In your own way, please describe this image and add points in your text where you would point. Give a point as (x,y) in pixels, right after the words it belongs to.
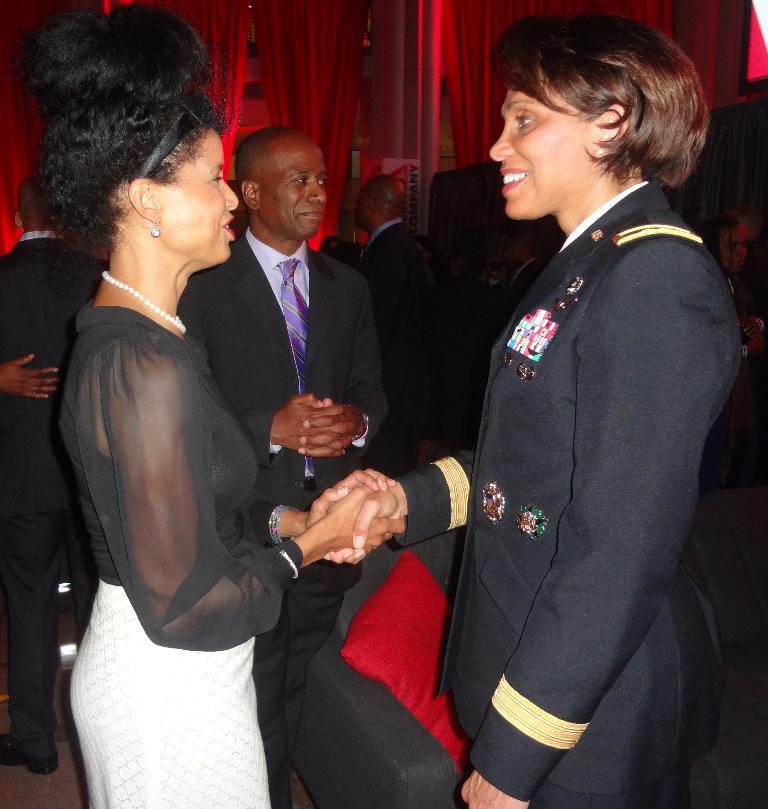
In this image we can see the people (194,604) standing on the floor (5,774). We can also see the sofa (416,754) with the red color cushion (423,617). In the background (405,174) we can see the banner (416,178) and also the curtains (298,111). We can also see the screen (747,65).
